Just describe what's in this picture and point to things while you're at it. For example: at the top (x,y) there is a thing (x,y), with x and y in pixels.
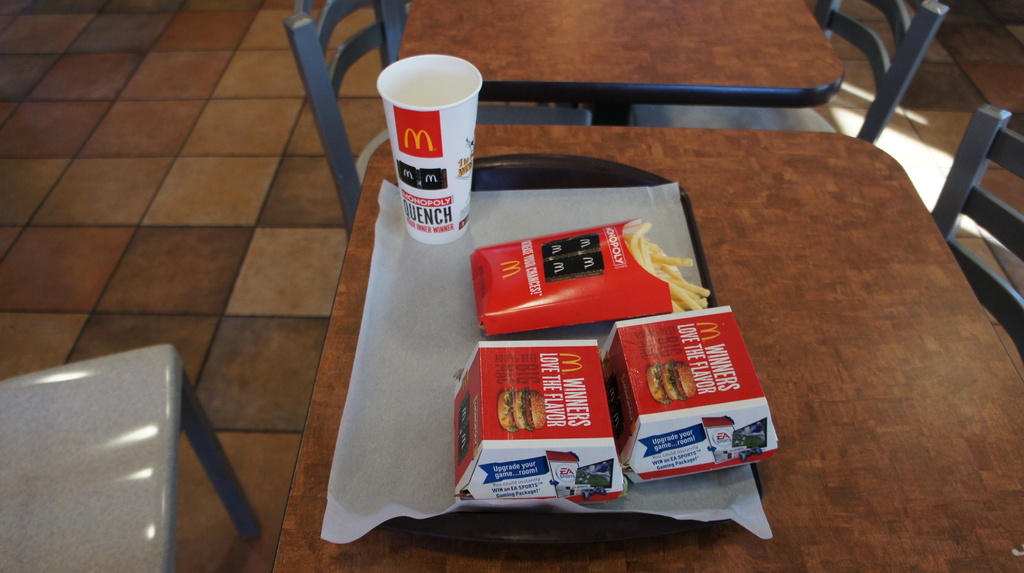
In this image, we can see tables (822,41) and chairs (865,41) on the floor (908,108). There is a plate (554,189) in the middle of the image (451,243) contains boxes (541,407), paper (430,310) and cup (428,118).
